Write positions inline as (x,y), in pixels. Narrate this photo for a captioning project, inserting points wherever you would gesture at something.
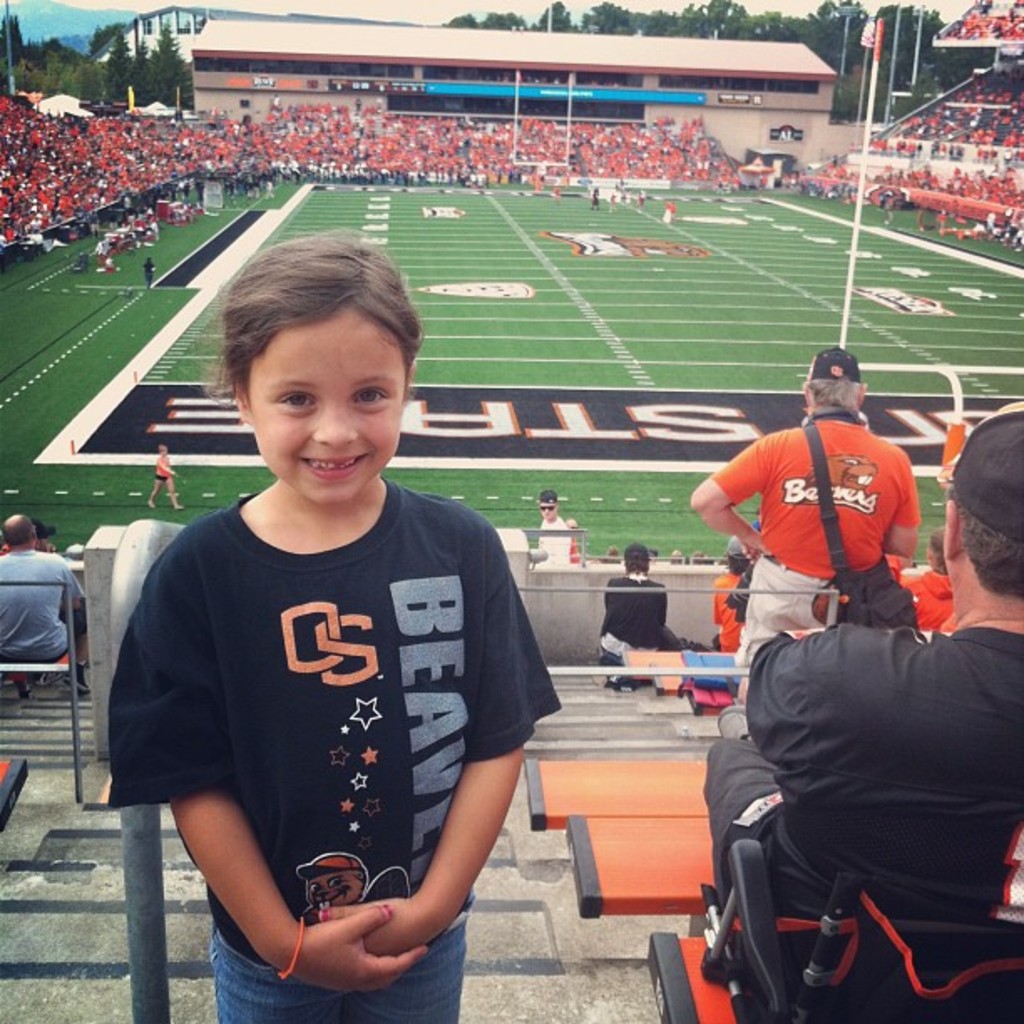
In the image we can see there is a kid (390,617) standing and there are other people (863,635) sitting on the chair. There is a ground (657,300) covered with grass (572,336) and there are other people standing on the ground (486,187). There are spectators (117,168) sitting on the chair (985,112) and there are buildings (659,106) and there are trees (823,9).
